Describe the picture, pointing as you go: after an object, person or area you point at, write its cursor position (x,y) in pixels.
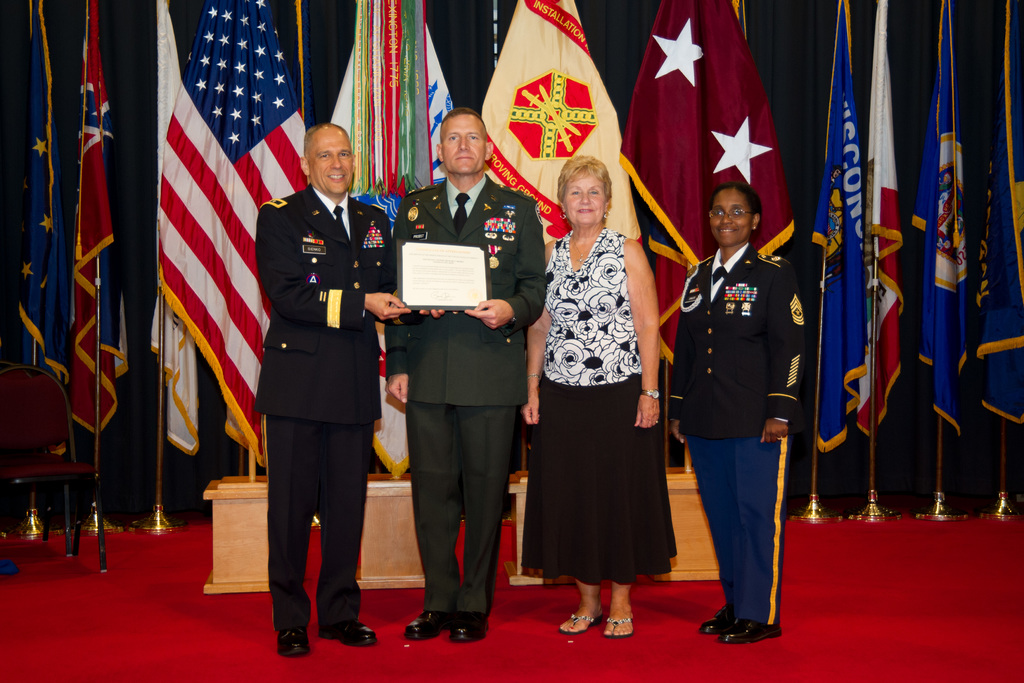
In the image there are two men (515,247) standing and holding the memento (430,244) in their hands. Beside them there are two ladies (636,408) standing. They are standing on the red carpet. Behind them there are flags (97,189) with poles (241,455). On the left side of the image (80,469) there is a chair (28,396).
